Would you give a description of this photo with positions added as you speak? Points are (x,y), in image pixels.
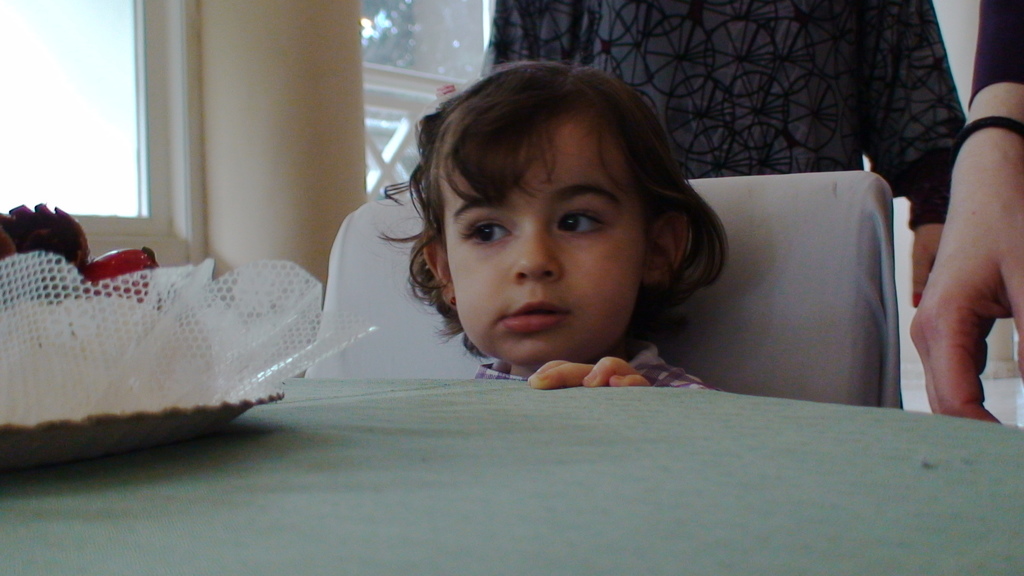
In this picture there is a kid (573,268) sitting on a chair (371,297), in front of kid (544,313) we can see objects (255,293) in a plate (160,432) on the table (195,458), behind kid (630,116) we can see a person (680,30). In the background of the image (405,102) we can see windows (38,137). On the right side of the image (928,394) we can see a hand (1016,264) of a person (953,376).
